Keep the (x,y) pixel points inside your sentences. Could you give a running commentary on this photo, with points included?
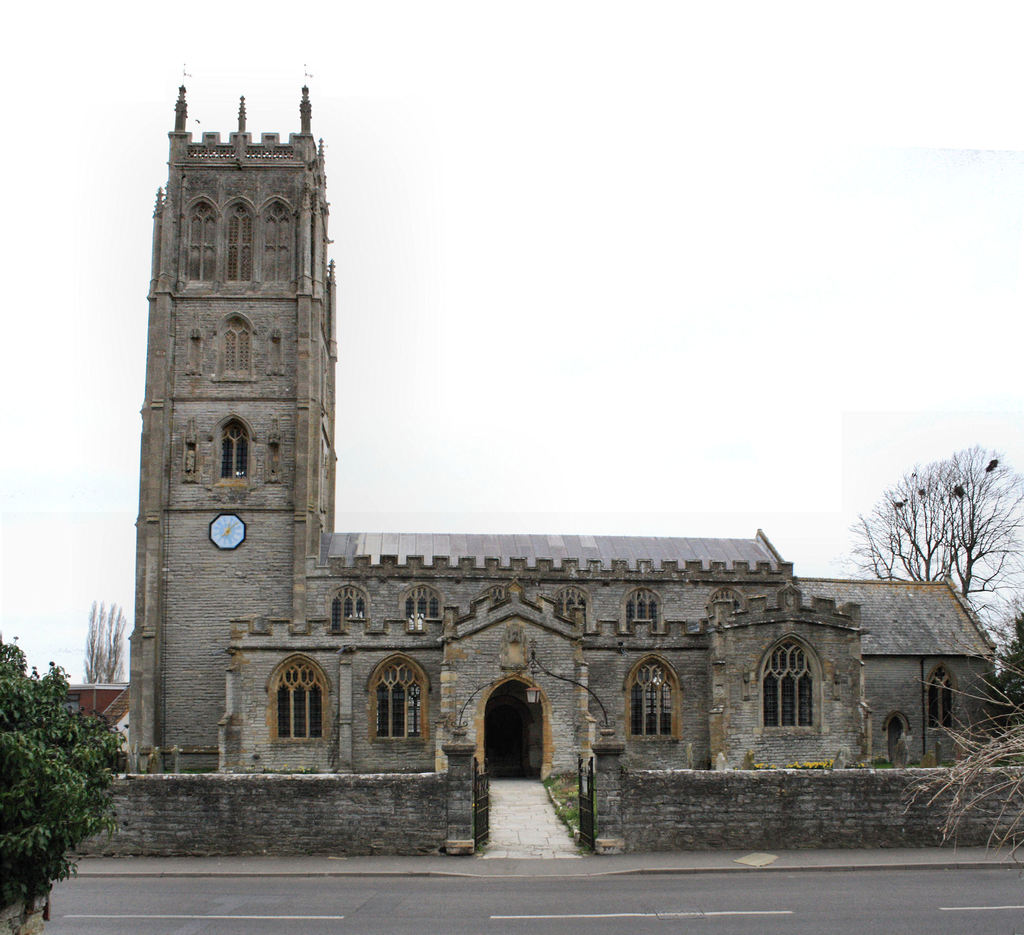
In this image in the center (492,568) there is one building (568,631), and on the building (256,526) there is one clock (244,537) and in the foreground (69,830) there are some plants (980,795) and trees (1000,705). At the bottom (787,906) there is road (643,878) and at the top of the image (456,196) there is sky (432,230), and in the background (104,706) there are some houses (117,702).
